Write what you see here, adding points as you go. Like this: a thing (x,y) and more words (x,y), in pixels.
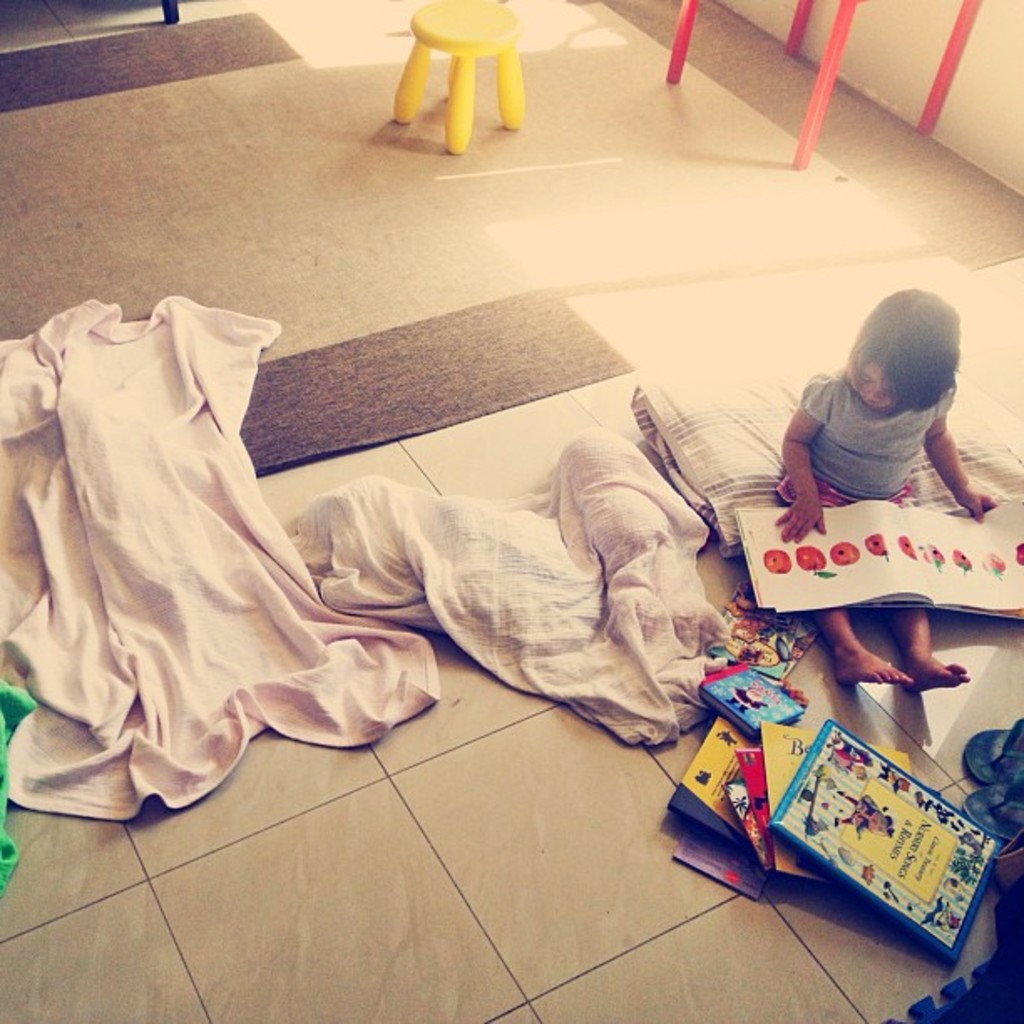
In this picture I can observe a baby (847,452) sitting on the floor (823,681). There are some clothes (195,531) on the floor (17,265). In front of the baby (875,459) I can observe some books (779,739). In the background (464,109) I can observe yellow color stool (472,30) on the floor (409,143).
